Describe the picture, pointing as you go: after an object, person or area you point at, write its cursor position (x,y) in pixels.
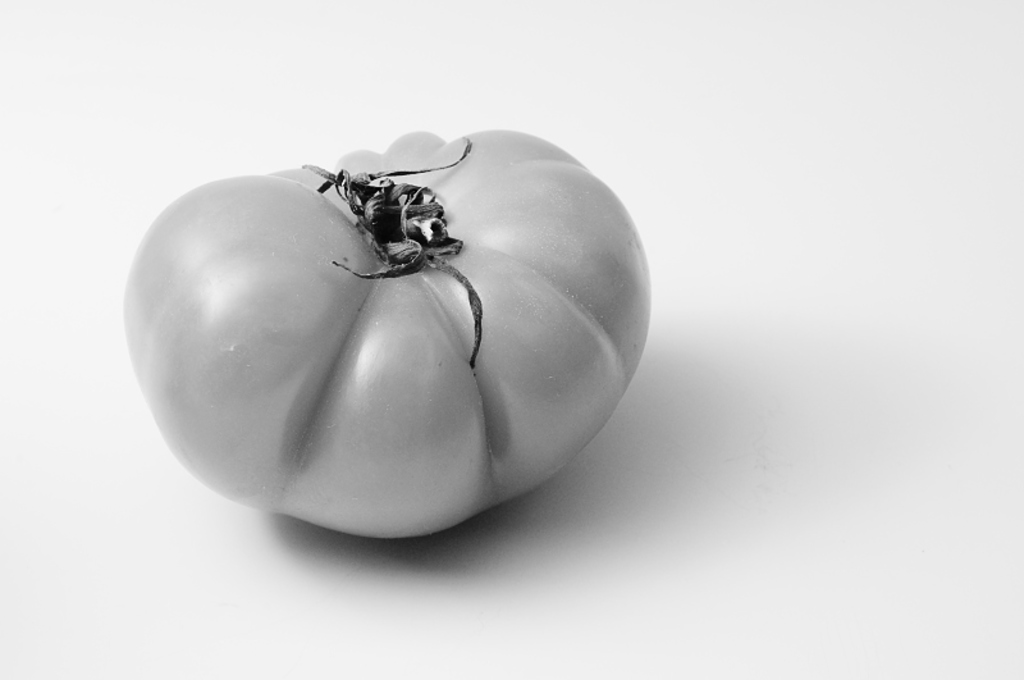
There is a tomato (325,181) and its shadow (680,373) on the white color surface (363,594). And the background (119,35) is white in color.
